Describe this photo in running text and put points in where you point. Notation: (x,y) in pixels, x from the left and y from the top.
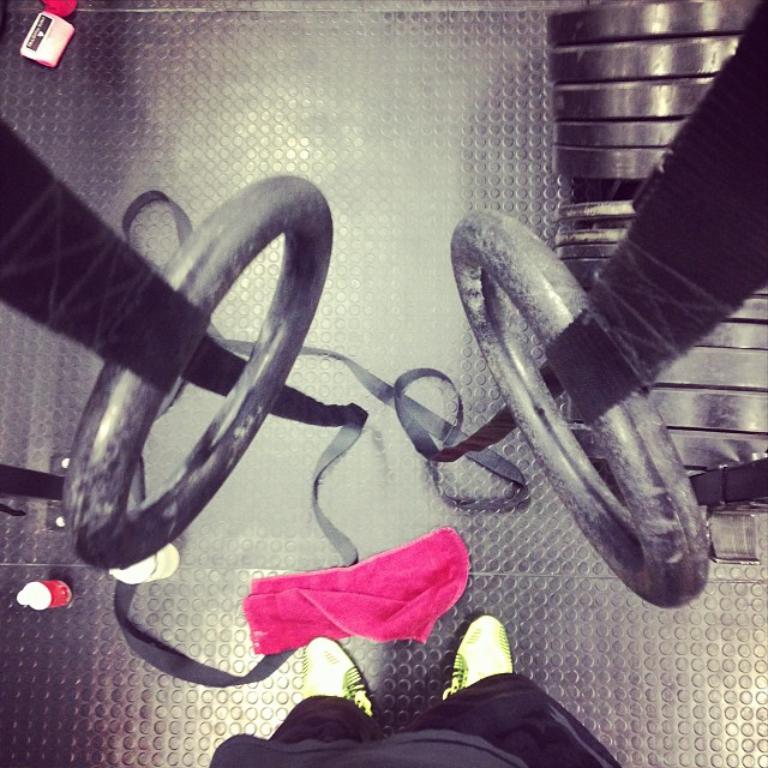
In the center of the image (310,299) we can see a pull up rings (507,350). At the bottom (400,746) we can see a person (360,740) and there is a napkin (392,640) on the floor (570,611).
